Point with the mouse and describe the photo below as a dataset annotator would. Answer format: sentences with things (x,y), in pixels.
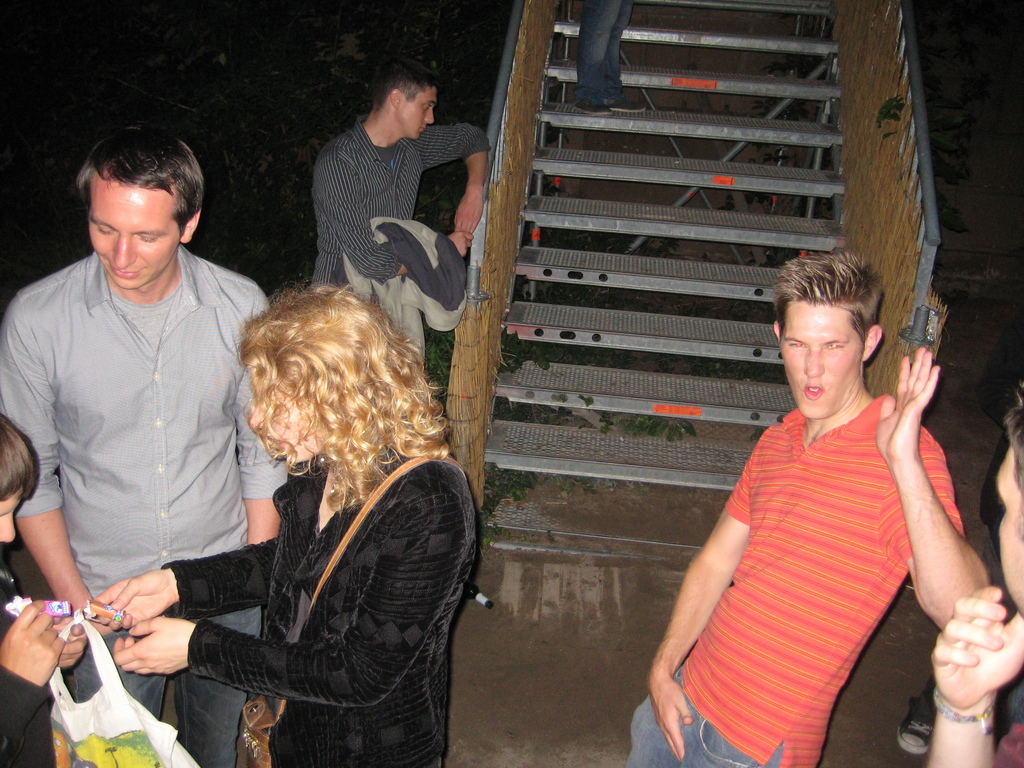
There are few persons (457,598). Here we can see a person (4,410) holding a plastic cover (139,705). This is a staircase (650,443) and there is a dark background (290,224).
